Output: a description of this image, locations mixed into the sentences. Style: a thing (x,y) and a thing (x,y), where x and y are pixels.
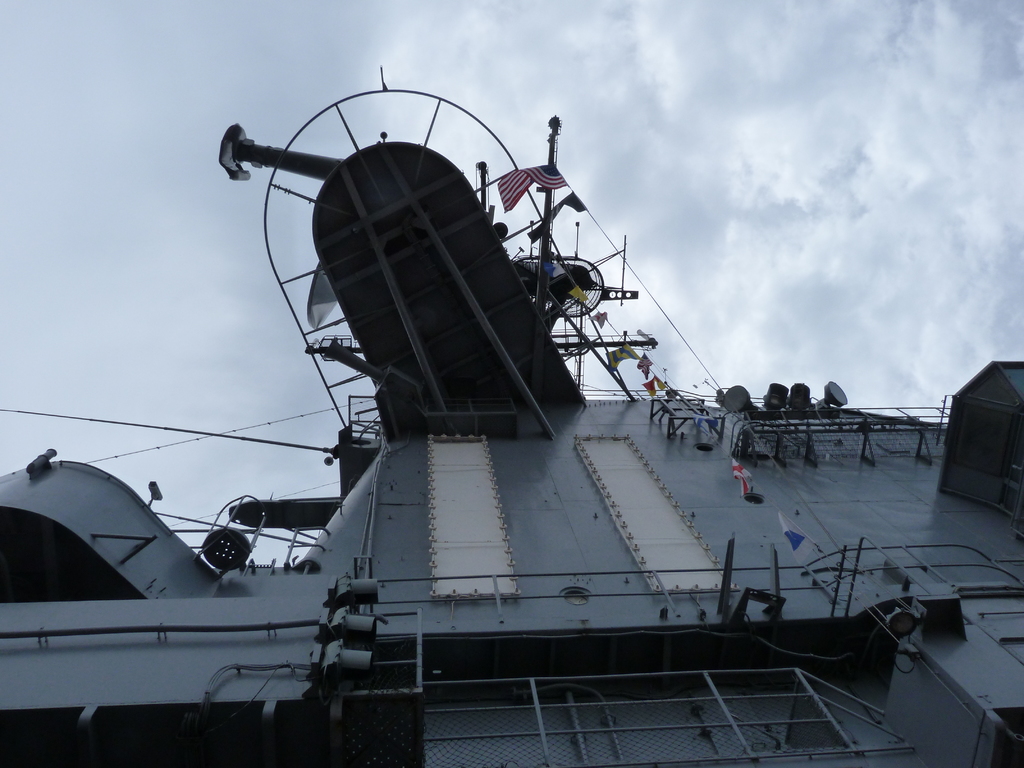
In this image at the bottom (450,522) there is one boat (536,645) and on the right side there is a rope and some flags (628,360), which are hanging and on the top of the image (364,191) there is some machine (372,232) and some pipes (301,171). On the top of the image (427,100) there is sky (652,137).
